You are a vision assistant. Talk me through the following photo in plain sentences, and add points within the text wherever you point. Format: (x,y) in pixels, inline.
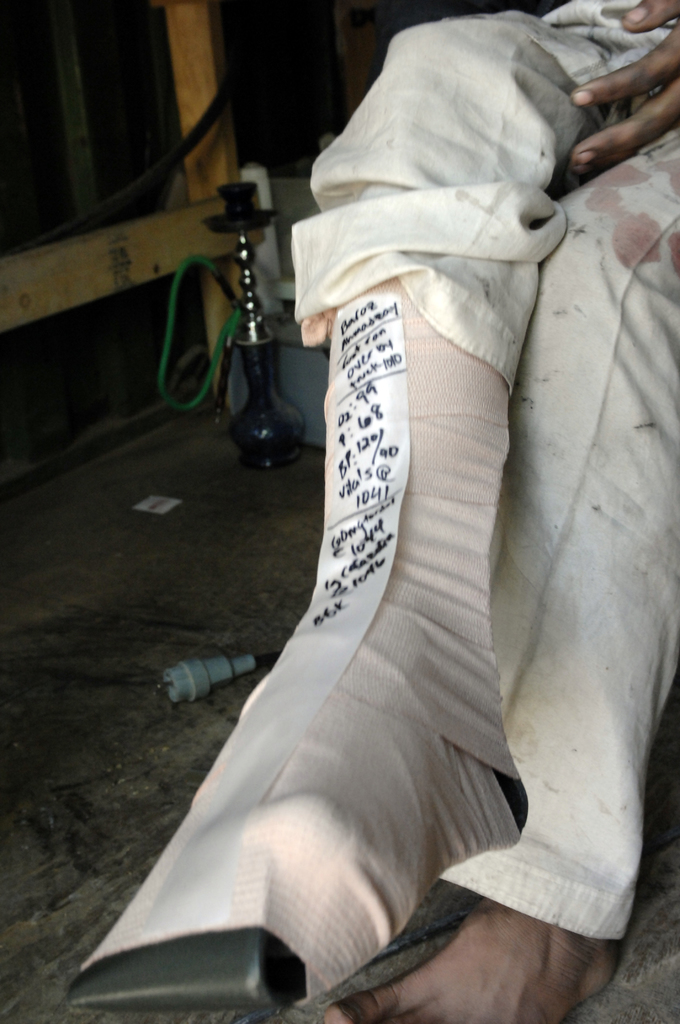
In this picture I can see a human leg (346,675) with a bandage (349,745) and I can see a paper (378,415) with some text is pasted on the bandage (317,333). I can see a hookah pot (267,370) and looks like a wooden wall (167,266) in the background (190,203).
